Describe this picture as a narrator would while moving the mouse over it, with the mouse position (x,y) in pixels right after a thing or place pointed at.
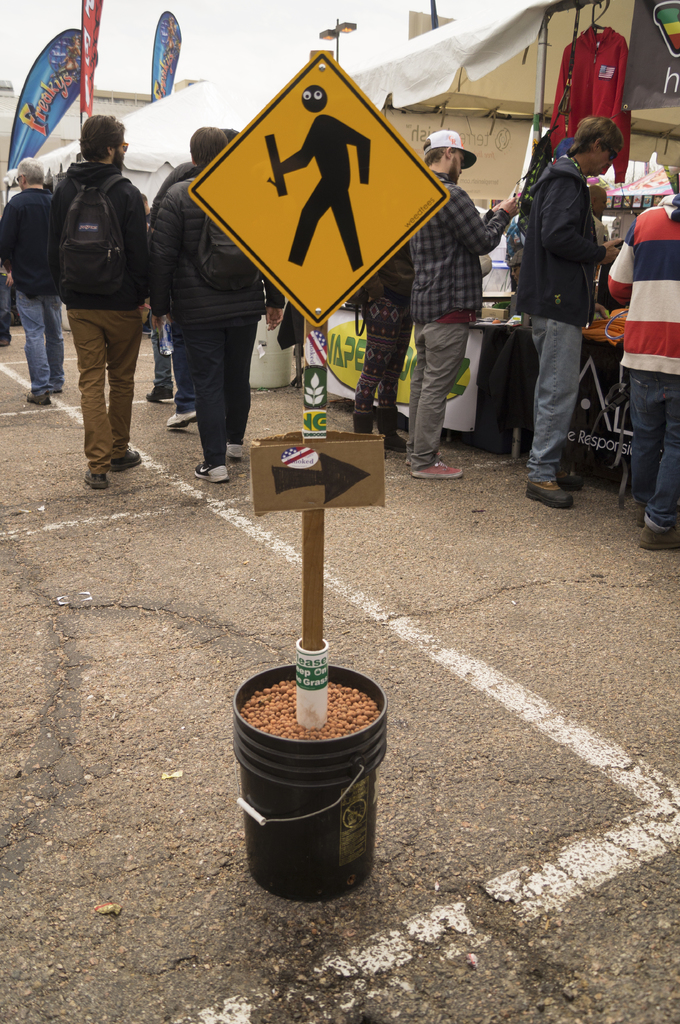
In this image we can see a sign board pole (310,292) in a bucket (363,684) on the road (377,649) and there is an item (330,711) in the bucket (357,690) like pebbles (346,729). In the background (21,28) there are few persons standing and we can see tents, clothes (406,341), poles (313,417), hoardings (170,21) and sky (398,44).
